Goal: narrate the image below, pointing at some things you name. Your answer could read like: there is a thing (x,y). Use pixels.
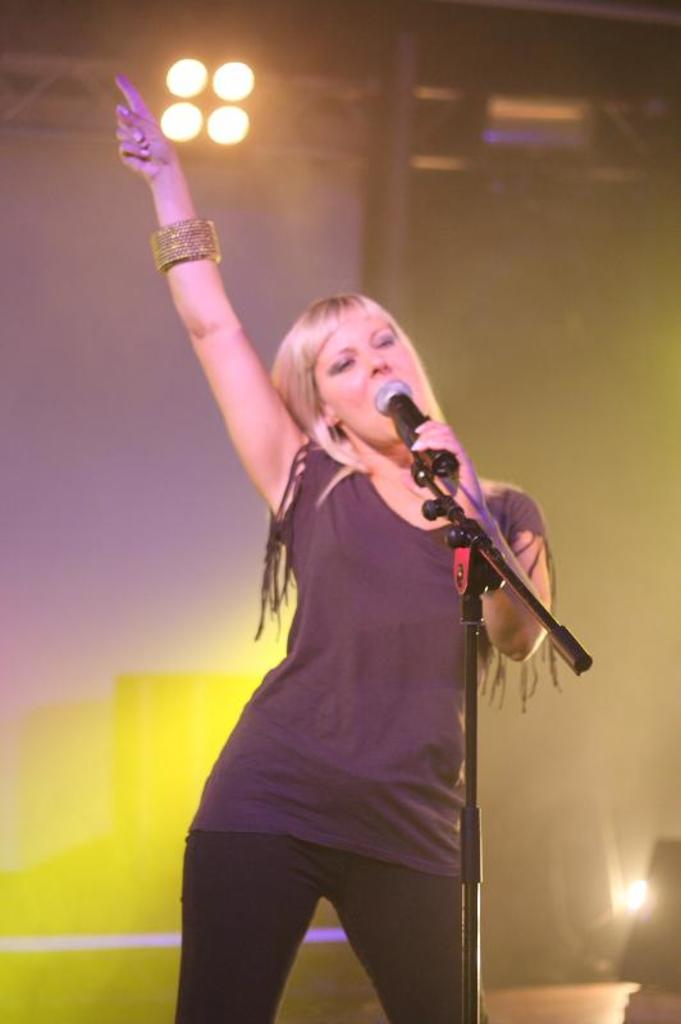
In this picture a girl (343,612) is singing with a mic (409,412) in one of her hands (452,452). The picture is clicked in a musical concert.
